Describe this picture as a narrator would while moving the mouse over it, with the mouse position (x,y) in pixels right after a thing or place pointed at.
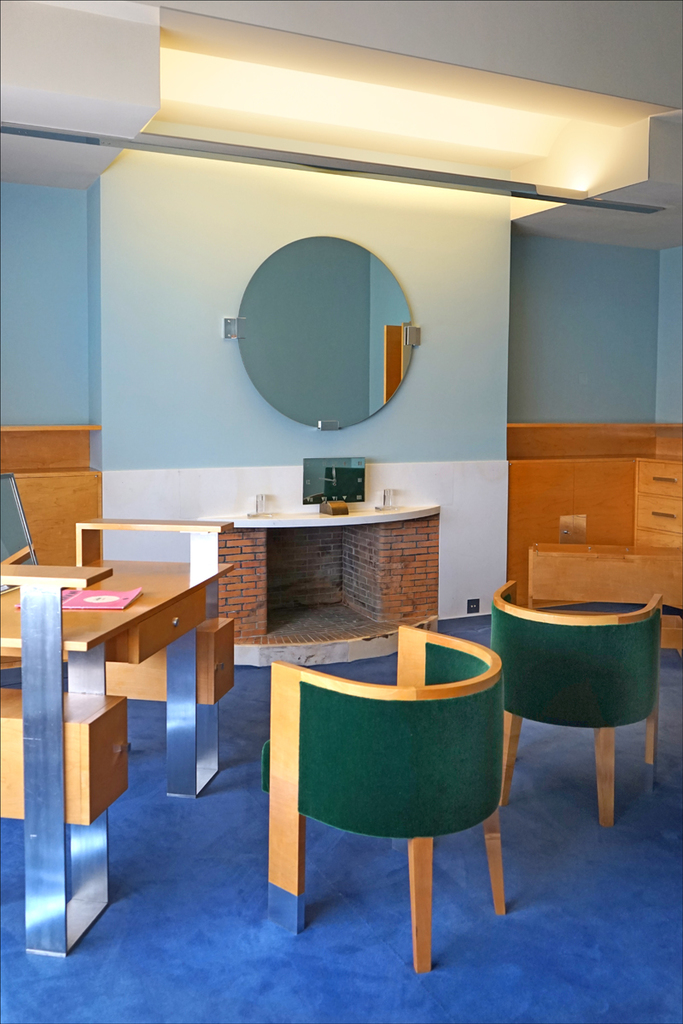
In this picture, we see chairs (405,749) and a table (205,697). In the middle of the picture (340,548), we see the bricks (290,565). Behind that, we see a wall (148,417) in white and blue color. We even see a mirror (268,367) is placed on the wall (438,371). On the right side (558,466), we see a cupboard (578,424). At the bottom of the picture (247,961), we see a blue color floor (382,952).
